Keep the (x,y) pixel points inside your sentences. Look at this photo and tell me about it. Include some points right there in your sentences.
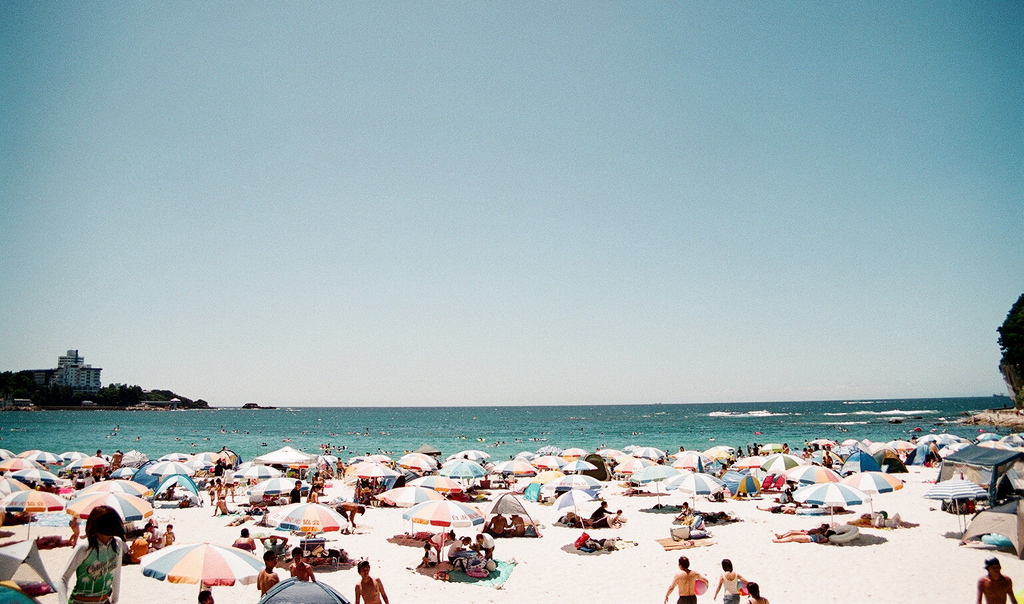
In this image there are parasols (580,464) and we can see people (81,580). In the background (548,437) there is water (406,439) and we can see trees (50,391), buildings (65,382) and sky (251,234).
